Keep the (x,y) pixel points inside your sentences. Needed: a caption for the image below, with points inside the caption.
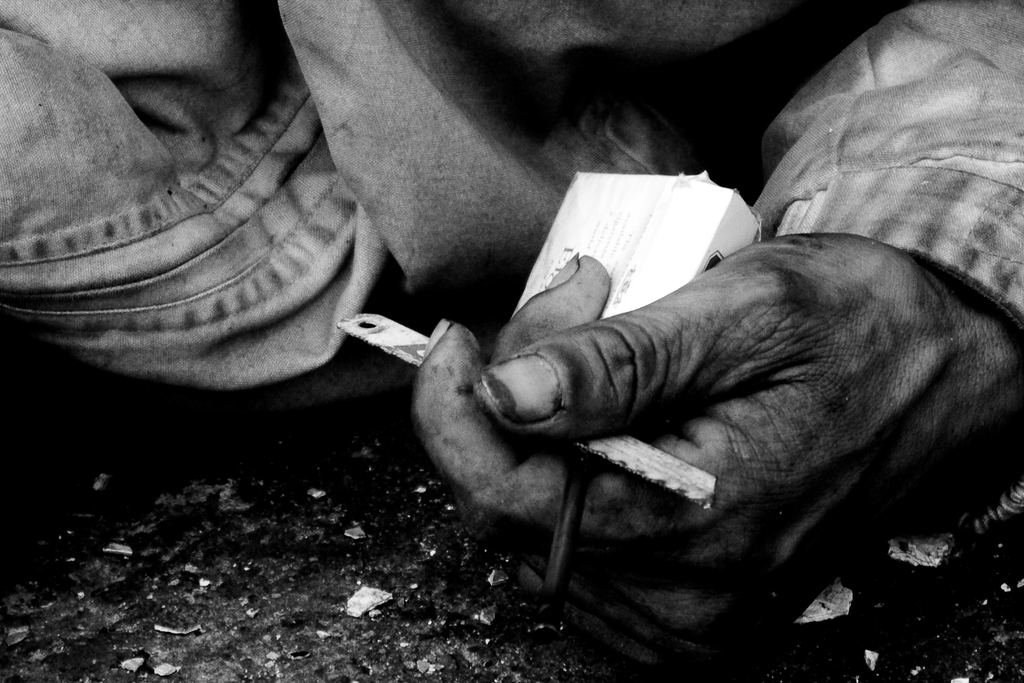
There is a person (453,249) holding a box (649,300) and blade (633,449).
